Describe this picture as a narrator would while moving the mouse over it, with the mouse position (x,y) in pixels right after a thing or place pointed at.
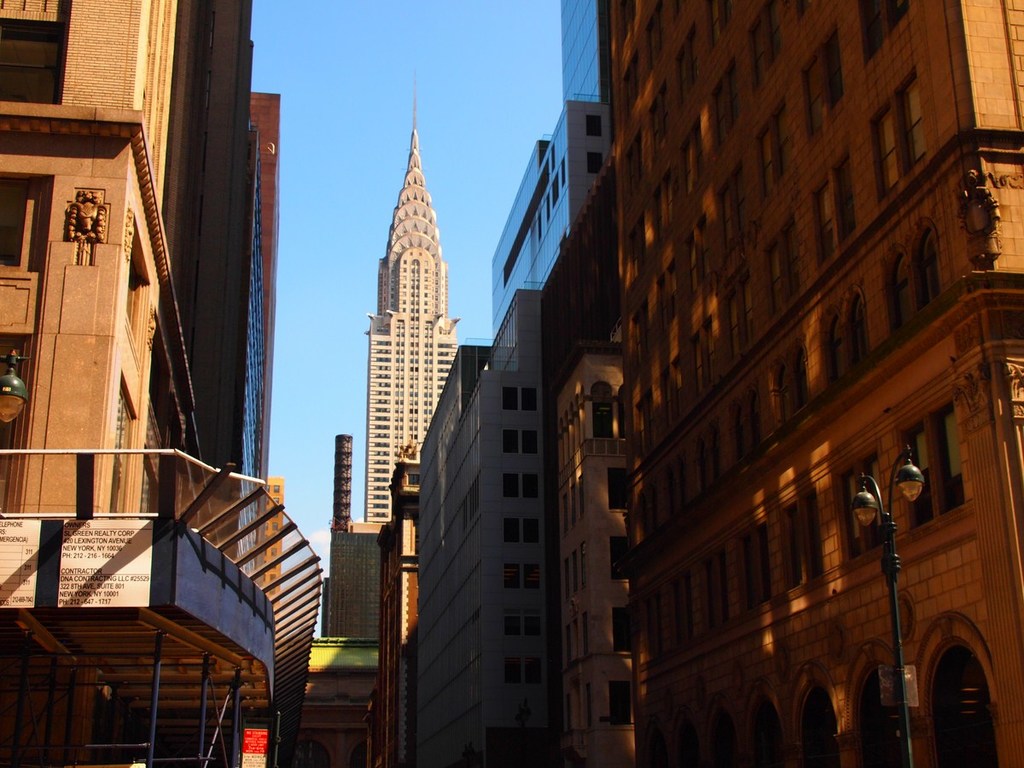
In this image I can see buildings (514,509), towers (370,489), light pole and the blue sky (373,4). This image is taken may be during a day.
